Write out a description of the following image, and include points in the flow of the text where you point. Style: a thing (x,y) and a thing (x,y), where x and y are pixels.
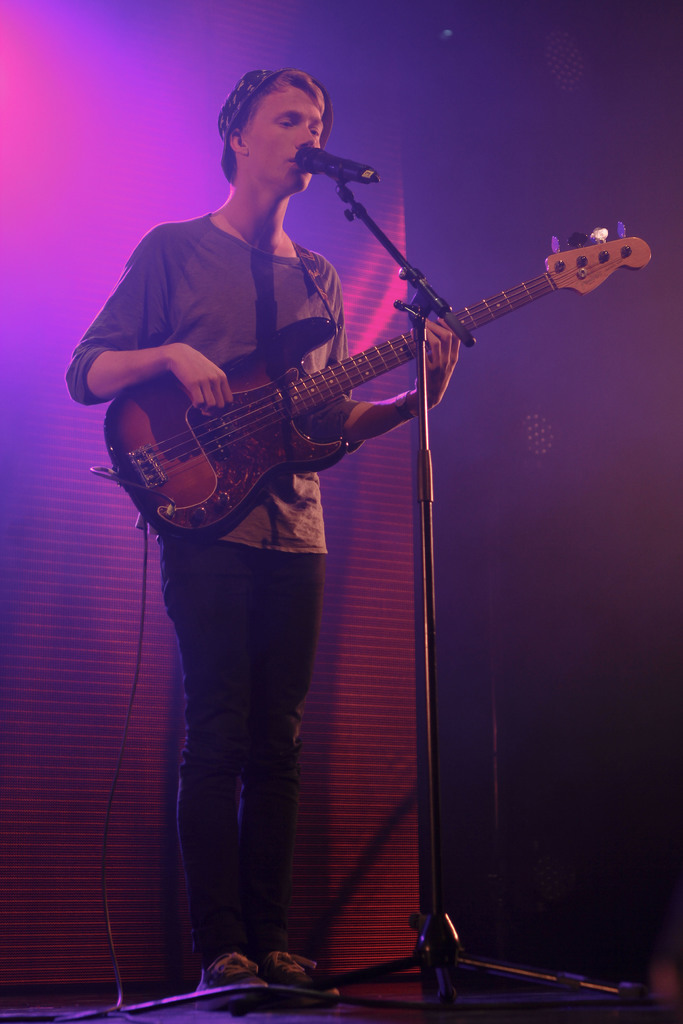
In the picture there is a man (267,558) standing holding guitar (152,466) with his hands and playing the guitar (360,379), he is singing a song there is a mike (304,164) in front of him, he is wearing brown color shoes (313,1000) in the background (70,610) there is a violet color light (140,205) and a cardboard (388,142) that covered the background (347,41).
